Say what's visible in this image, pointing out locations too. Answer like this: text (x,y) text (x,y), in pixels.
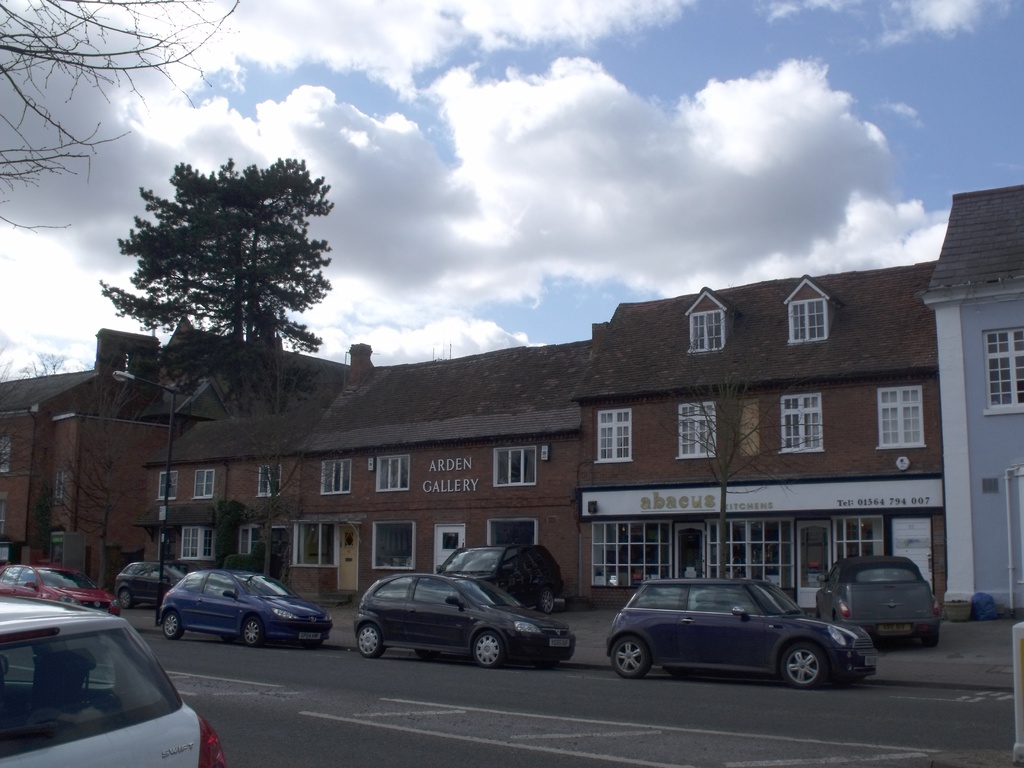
In this image, we can see few houses (447,542) with windows (746,522), few trees (263,510), pole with light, doors (450,547), pipes (1009,560), walls (487,503). At the bottom (451,660), we can see a road (390,712). Here we can see few vehicles (55,760). Top of the image (726,225), there is a cloudy sky (519,188).
